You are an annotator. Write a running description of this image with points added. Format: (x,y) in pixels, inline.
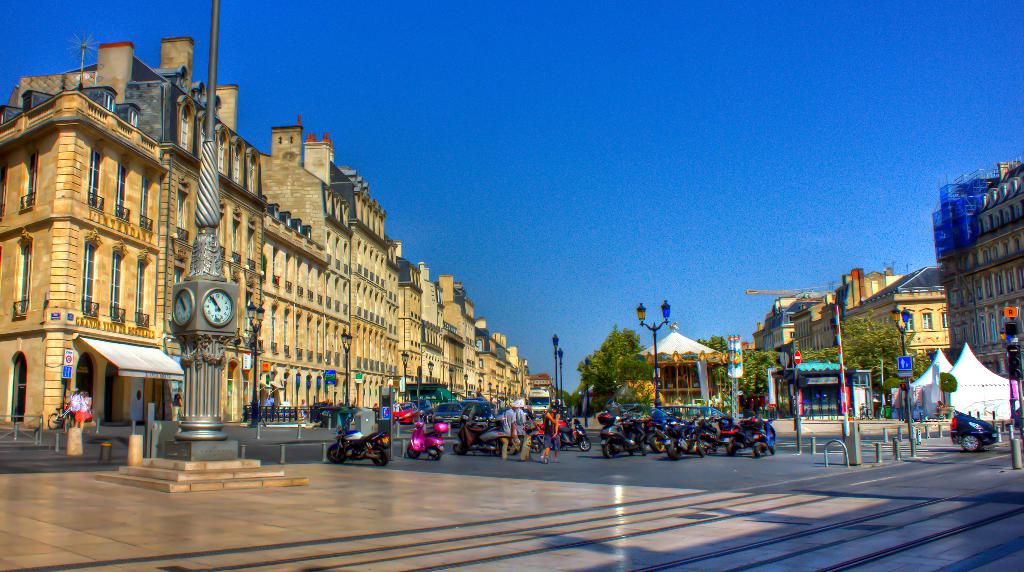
In this picture we can see some vehicles (688,449), few persons (503,447), poles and lights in the middle (664,320), on the left side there are two clocks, in the background (990,272) we can see trees (944,387) and buildings (844,278), on the right side (960,379) there are tents (960,379), we can see the sky (539,80) at the top of the picture (539,80).
